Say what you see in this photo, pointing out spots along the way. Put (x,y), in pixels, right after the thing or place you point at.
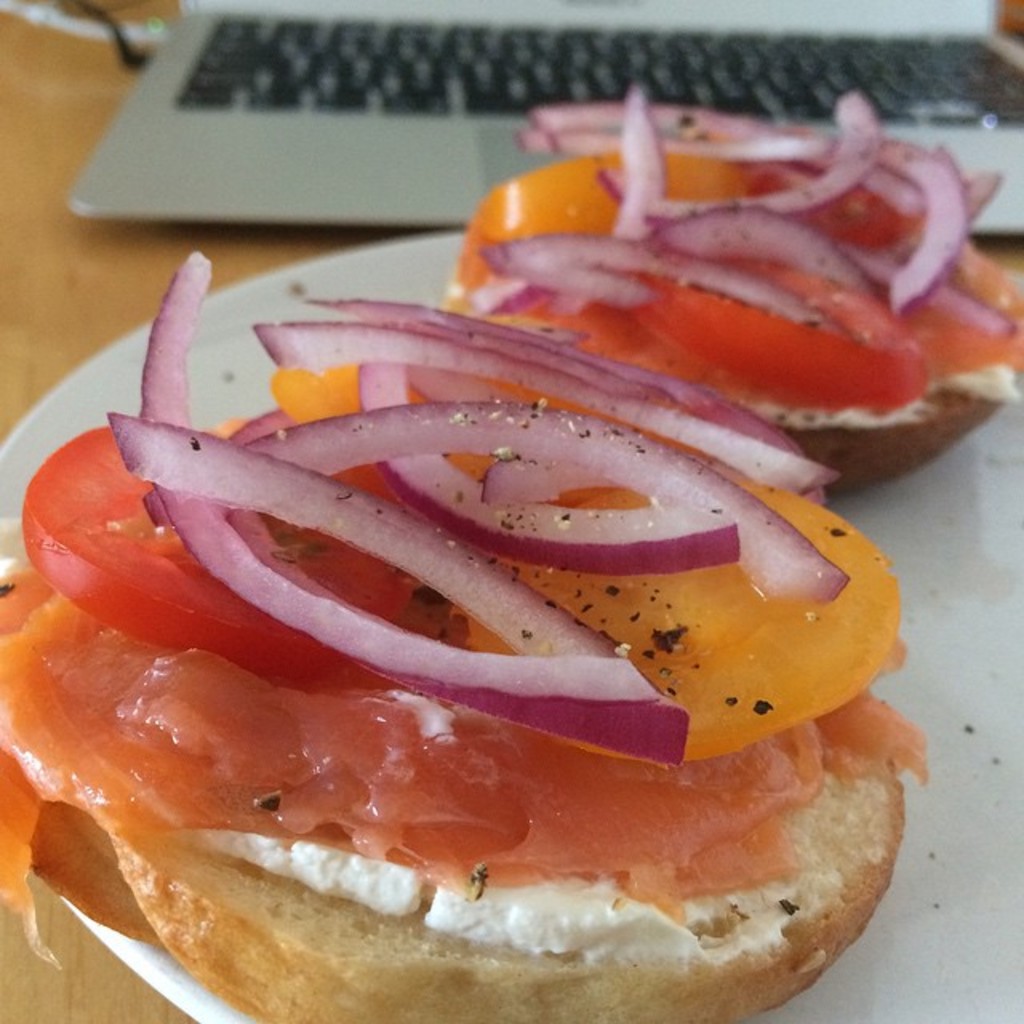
In the image we can see there are food items (607,473) kept on the plate (967,975) and behind there is a laptop (295,134) kept on the table (85,229).
